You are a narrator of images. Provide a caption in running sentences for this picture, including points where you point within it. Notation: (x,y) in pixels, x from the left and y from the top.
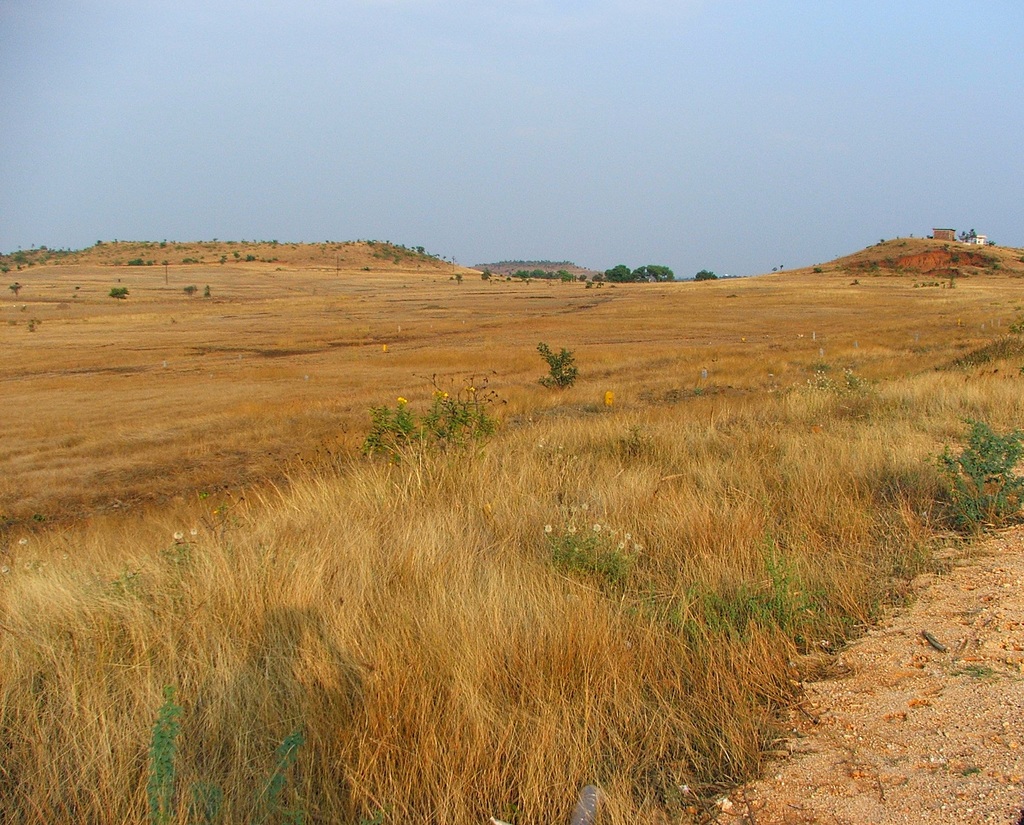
In this image there is grass (523,322) and trees (616,277) and there is a house (943,234), in the background of the image (938,258) there are mountains (932,269).
